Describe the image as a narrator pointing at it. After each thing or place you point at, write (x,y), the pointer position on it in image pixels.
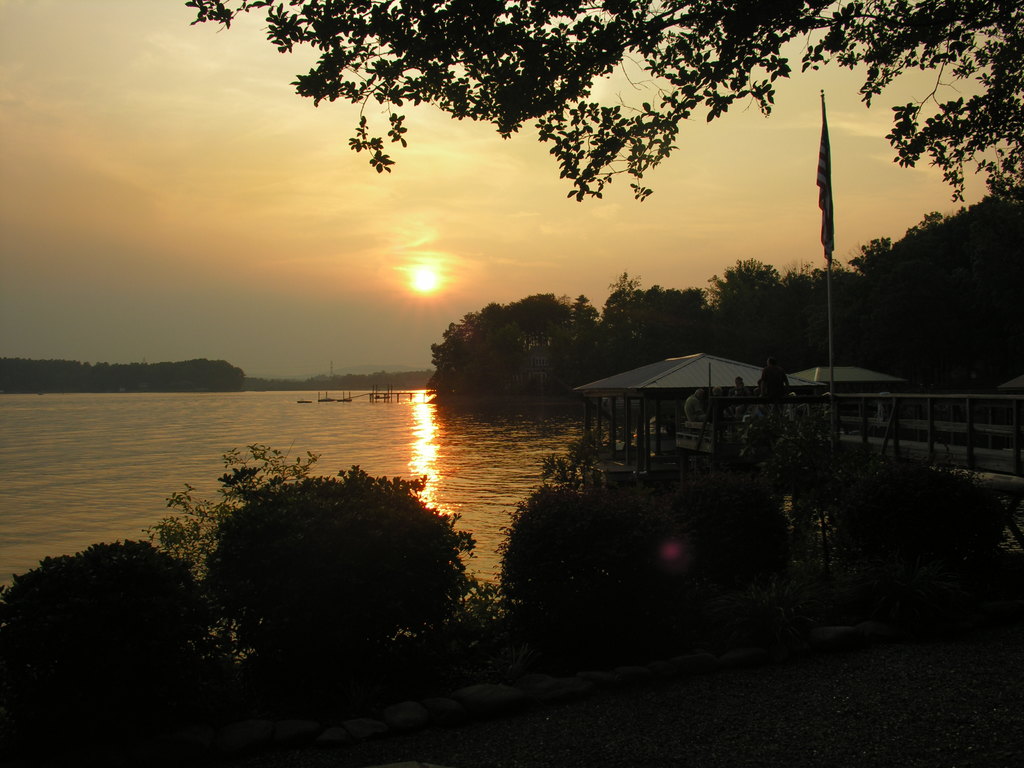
In the picture we can see some plants (884,527) on the path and near it we can see some bridge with railing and some sheds (817,380) and besides we can see water (332,424) and far away from it we can see some boats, trees (275,381), sky (387,262) with sun (419,284).
